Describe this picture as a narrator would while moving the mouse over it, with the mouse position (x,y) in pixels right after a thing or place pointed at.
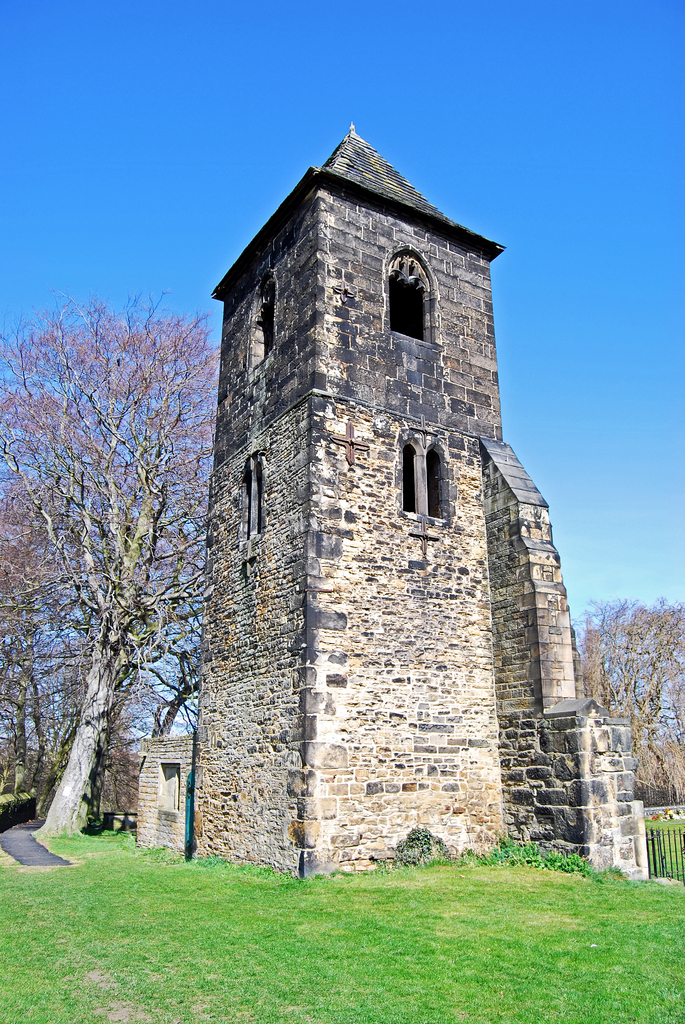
In this image there is a stone house (386,640) in the middle (362,582). Beside it there is a tree (115,440). At the top (204,61) there is the sky (204,71). On the ground (267,897) there is grass (449,921).
